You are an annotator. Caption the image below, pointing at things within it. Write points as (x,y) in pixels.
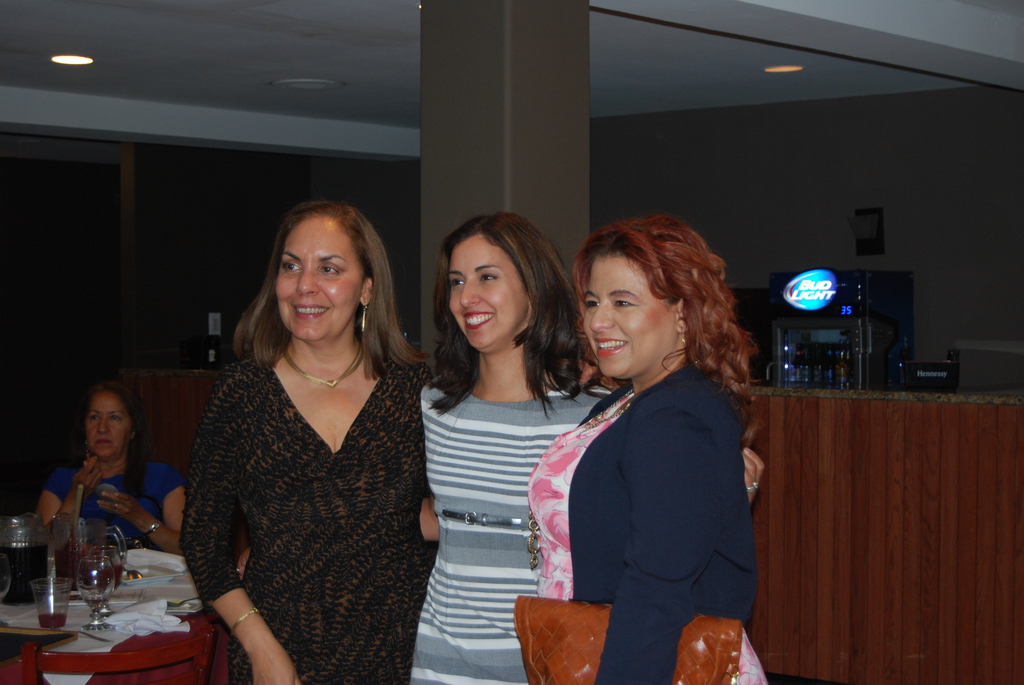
In this image in front (723,494) there are three people (504,477) wearing a smile on their faces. Behind them there is a pillar (478,148). Beside them there is a table (111,631). On top of it there are glasses (98,611), clothes (132,610). There is a person (111,459) sitting on the chair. In the background of the image (760,202) there is a wall (830,192). There is a fridge (839,340) with some objects (824,362) in it. On top of the image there are lights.
